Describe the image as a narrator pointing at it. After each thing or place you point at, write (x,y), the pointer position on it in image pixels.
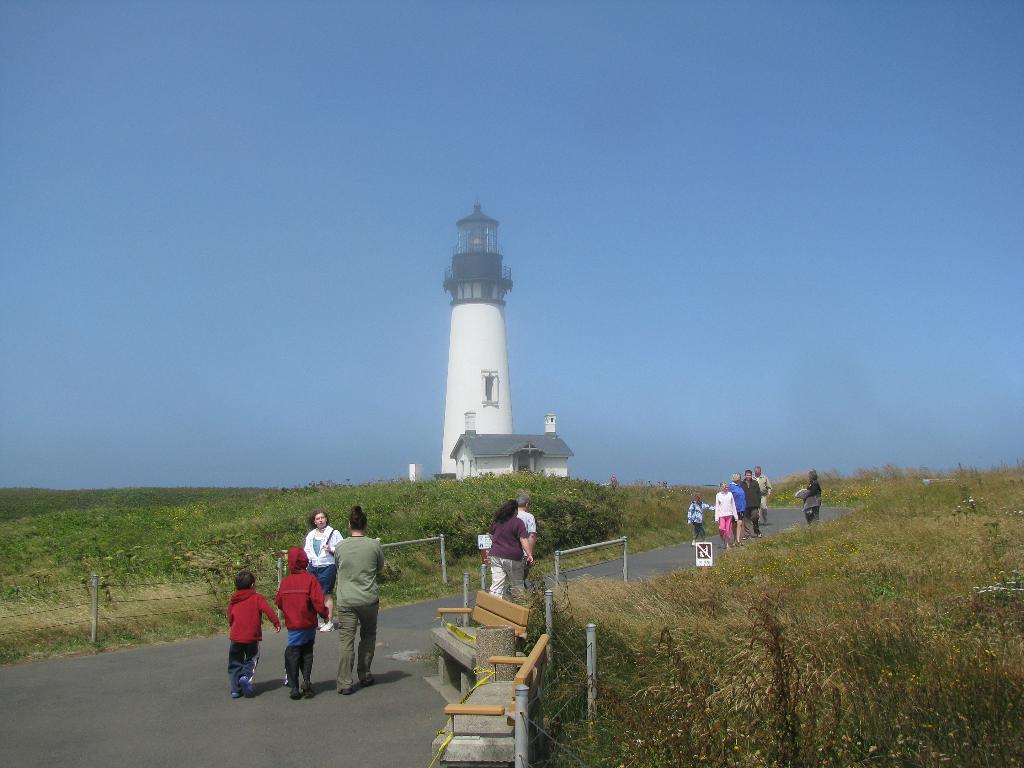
In this image there is grass (902,624) on the left (151,570) and right corner (950,711). There are people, benches (488,713), there is a metal fence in the foreground (453,666). There is a road (283,749) at the bottom (434,714). It looks like a tower (465,397) in the background (491,401). And there is sky (768,293) at the top (602,147).
